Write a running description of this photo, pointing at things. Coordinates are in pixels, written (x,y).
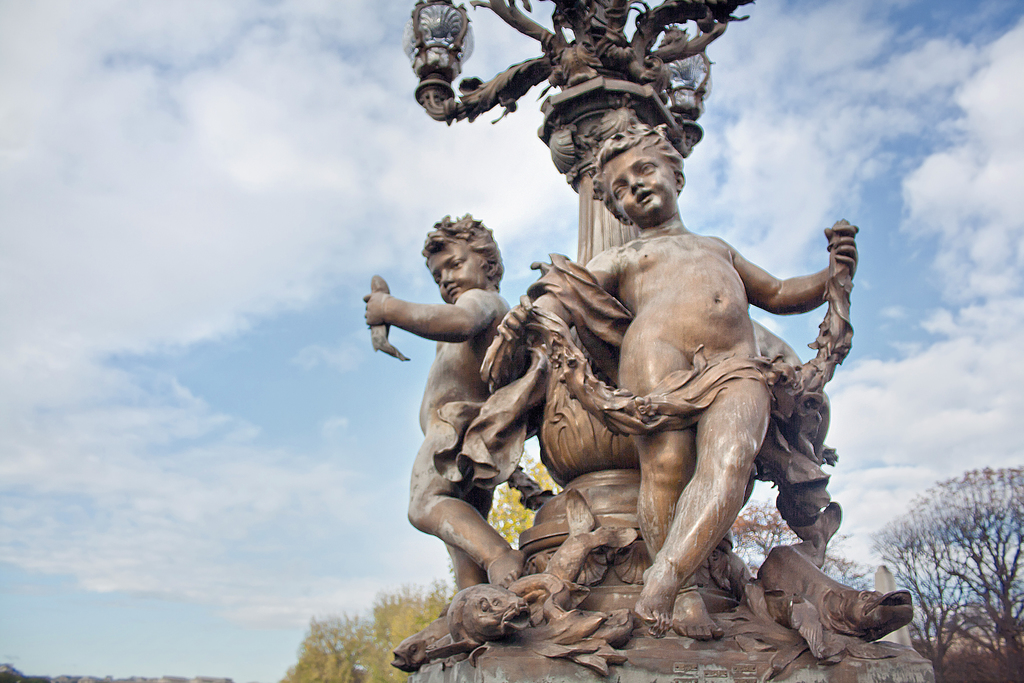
In this picture I can see sculptures (535,416) in front (628,193) which are of brown in color. In the background (519,510) I see number of trees (911,513) and I see the sky (305,362).
